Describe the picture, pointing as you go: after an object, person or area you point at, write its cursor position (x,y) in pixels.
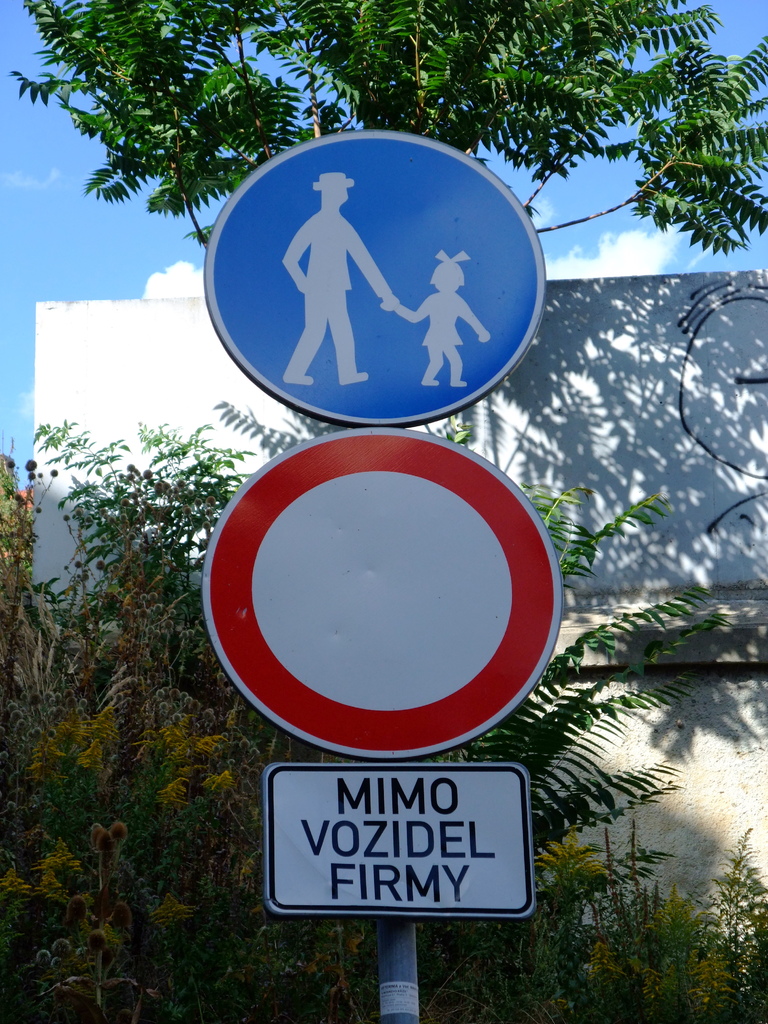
In the center of the image (369,364) there is a sign board (228,559). In the background of the image (717,329) there is a wall (592,472). There are trees (494,20).
